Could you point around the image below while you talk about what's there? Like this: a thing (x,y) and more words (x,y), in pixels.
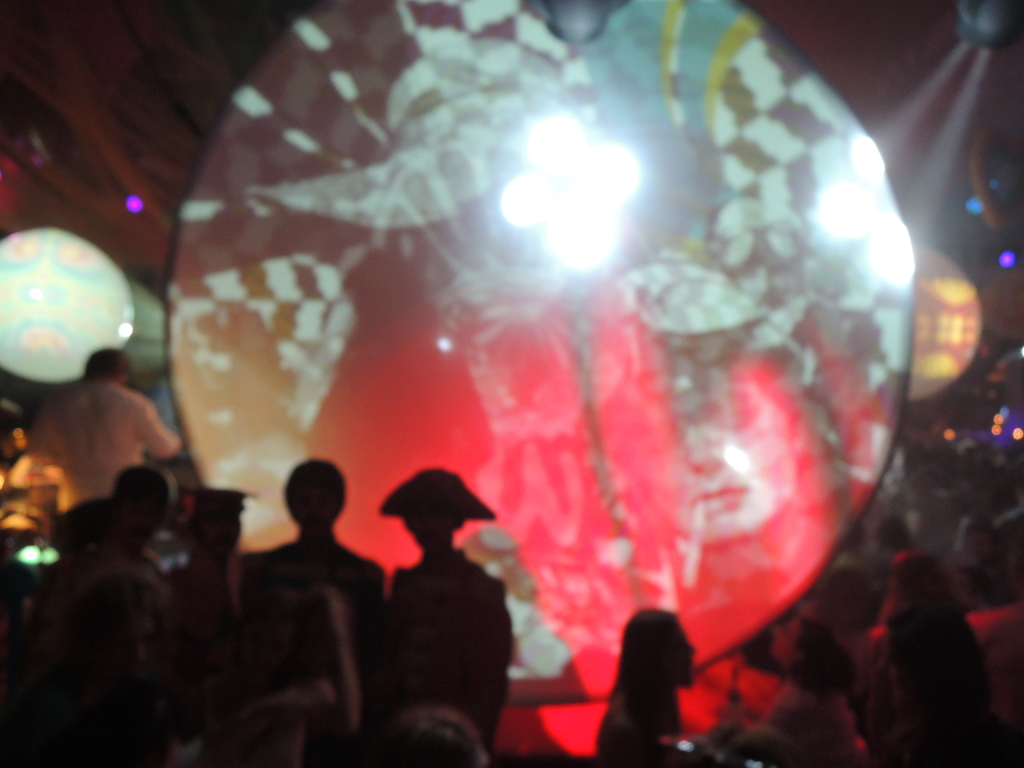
At the bottom (496,604) I can see a crowd (411,635) on the floor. In the background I can see lights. This image is taken may be in a hall (520,388) during night.
